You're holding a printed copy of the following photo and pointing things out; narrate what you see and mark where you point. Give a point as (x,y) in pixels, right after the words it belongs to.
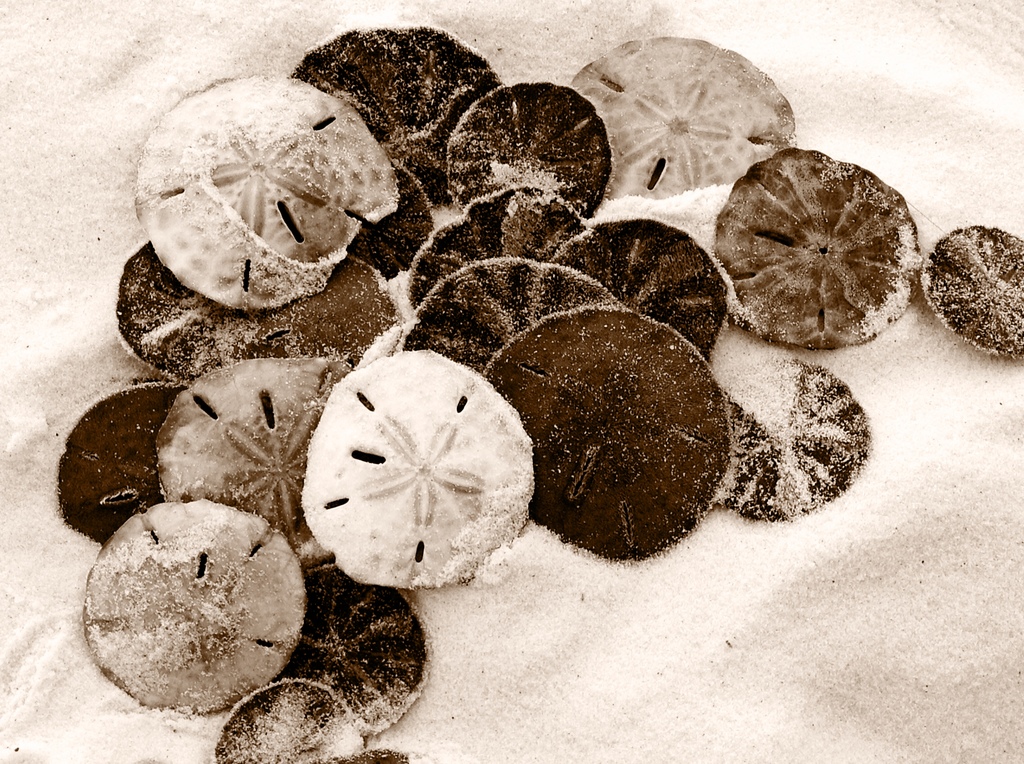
In the center of the image (358,381) we can see sand dollar (402,247) are present. In the background of the image (91,59) soil (994,529) is there.
